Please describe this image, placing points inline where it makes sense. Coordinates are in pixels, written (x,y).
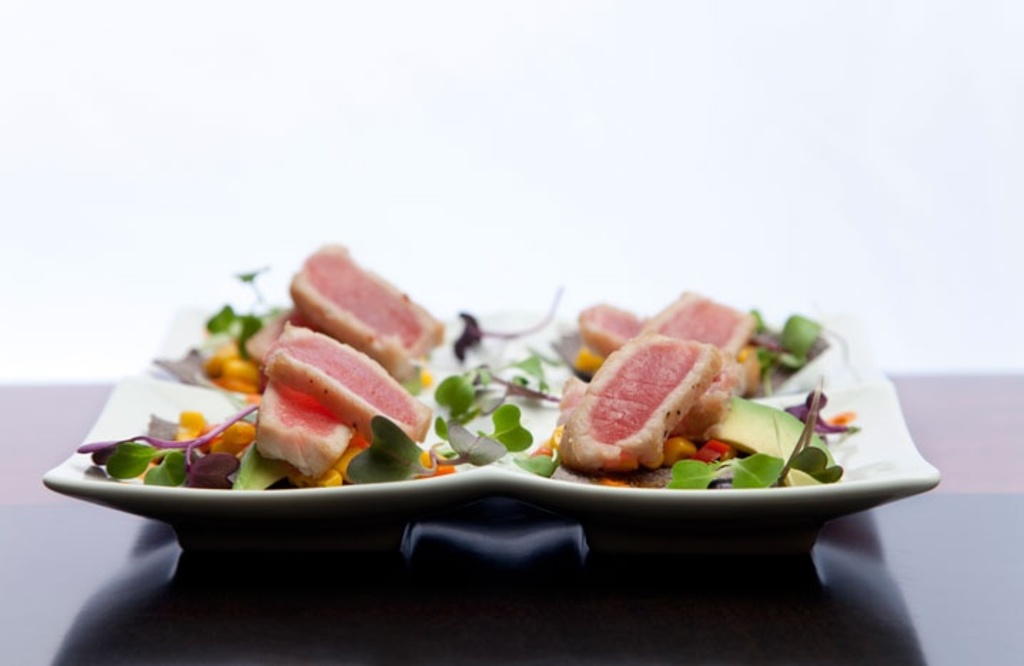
In this image in front (681,460) there is a food item (689,428) in a plate (919,469) which was placed on the table (122,596).
